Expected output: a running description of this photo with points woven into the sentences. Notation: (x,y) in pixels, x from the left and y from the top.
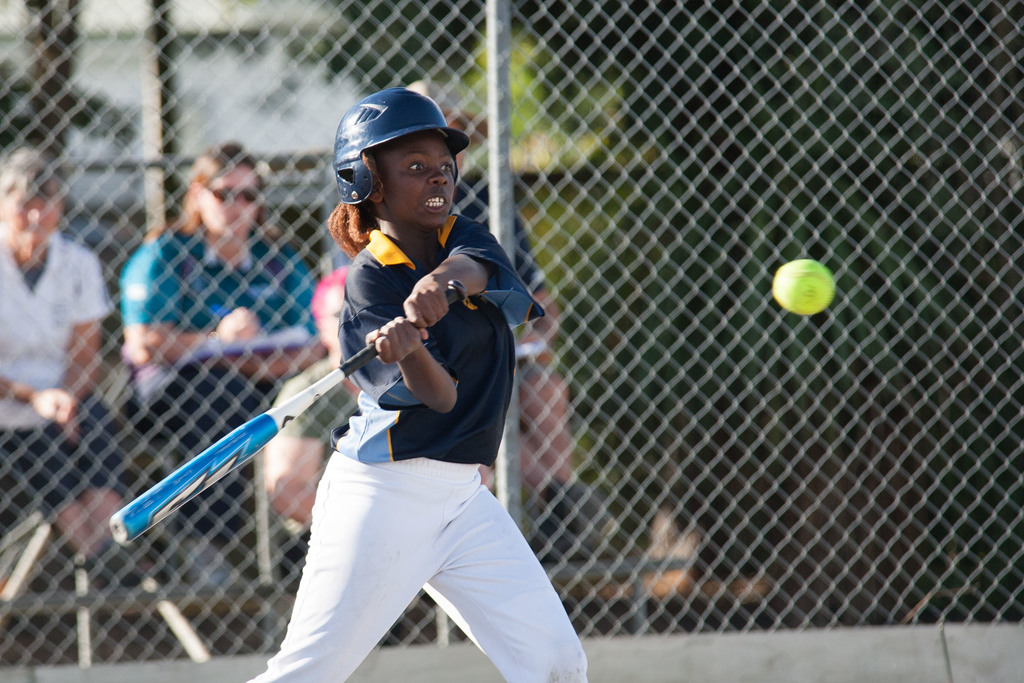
In this picture we can observe a girl (406,418) standing in the ground (375,669). She is holding a baseball bat (114,530). We can observe yellow color ball (794,289) in the air (781,291). The girl (489,412) is wearing blue color T shirt (404,423) and a helmet (392,137) on her head (413,150). Behind her we can observe a fence (330,153). In the background (214,271) there are some persons (154,353) sitting on the bench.
